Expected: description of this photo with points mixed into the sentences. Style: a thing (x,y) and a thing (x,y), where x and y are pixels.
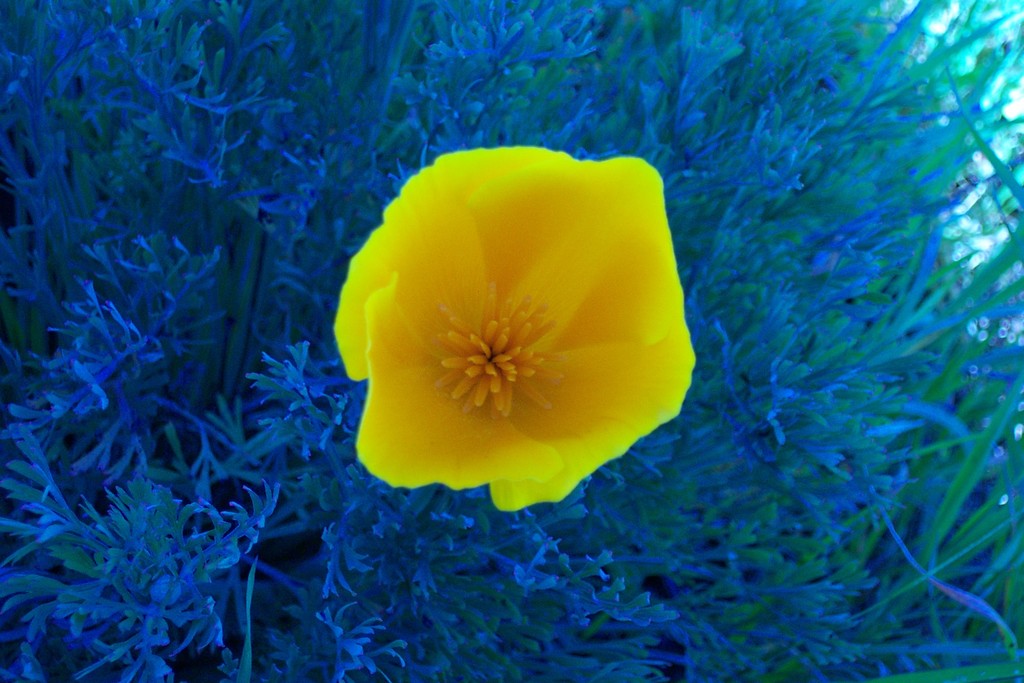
As we can see in the image there are plants (176,291) and yellow color flower (528,333).
